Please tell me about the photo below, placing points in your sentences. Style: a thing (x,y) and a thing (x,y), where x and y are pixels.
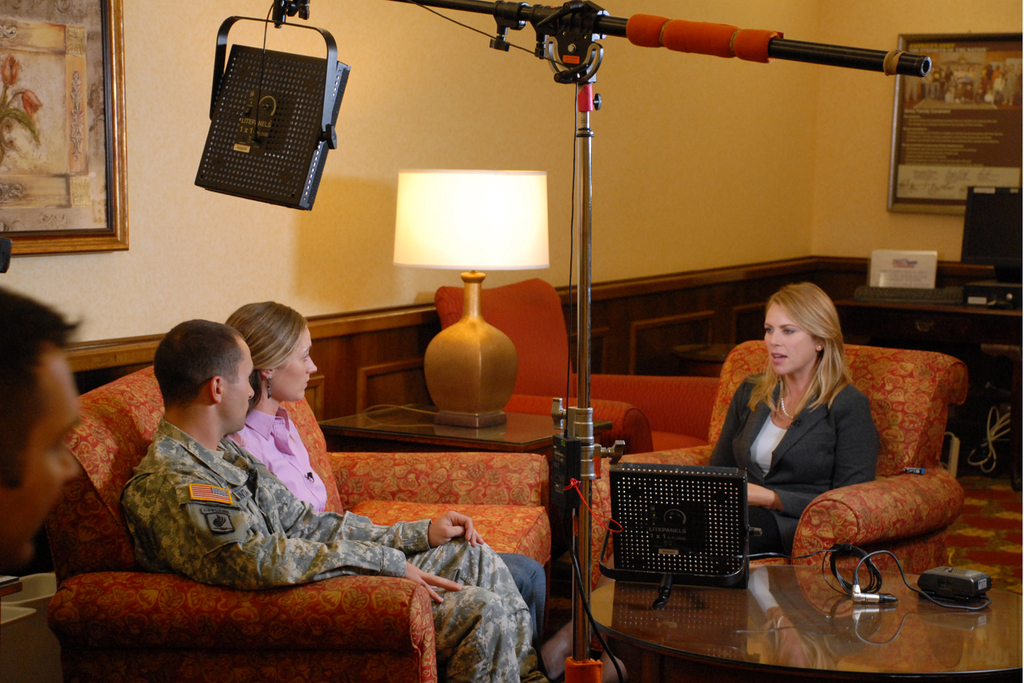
In the picture we can find a people (231,320) sitting on the chairs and sofa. On the table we can find a box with wires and a stand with light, background (376,337) we can see a lamp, a table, a chair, a wall (150,248), with photo frames (67,85).
